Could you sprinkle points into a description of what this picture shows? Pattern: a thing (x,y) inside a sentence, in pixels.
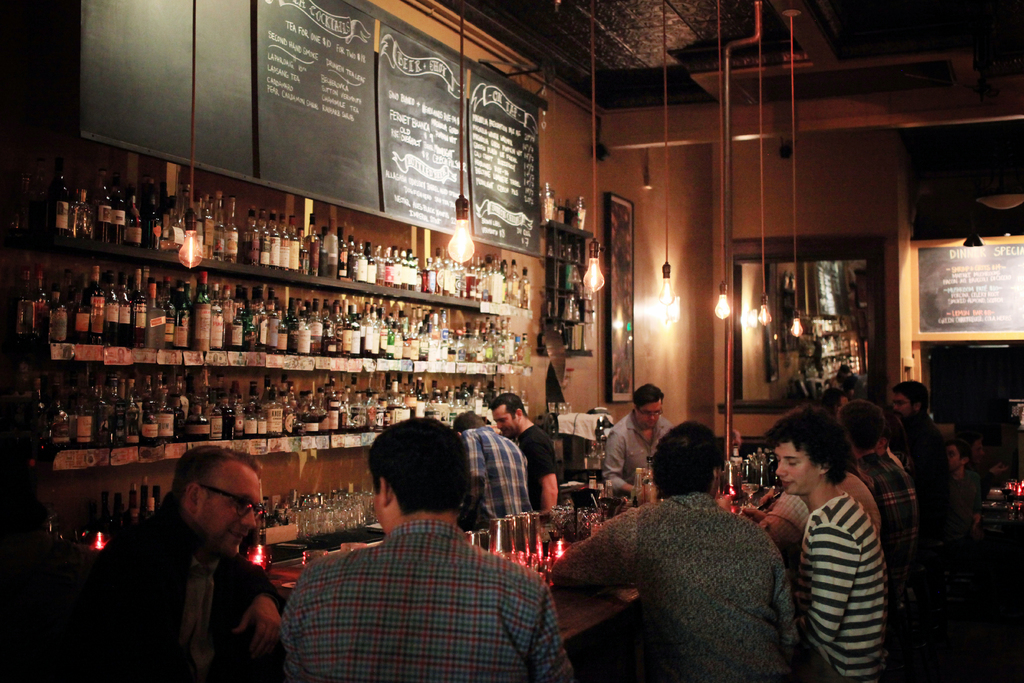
In this image we can see few people (827,521) in a room (611,80) standing near the table (582,586) and there are few objects (565,524) on the table (595,589), there are few bottles (330,321) on the shelves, a picture frame (632,312) and a mirror (780,290) to the wall (710,190), there are few boards (398,163) with text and lights (719,8) to the ceiling (676,30).
